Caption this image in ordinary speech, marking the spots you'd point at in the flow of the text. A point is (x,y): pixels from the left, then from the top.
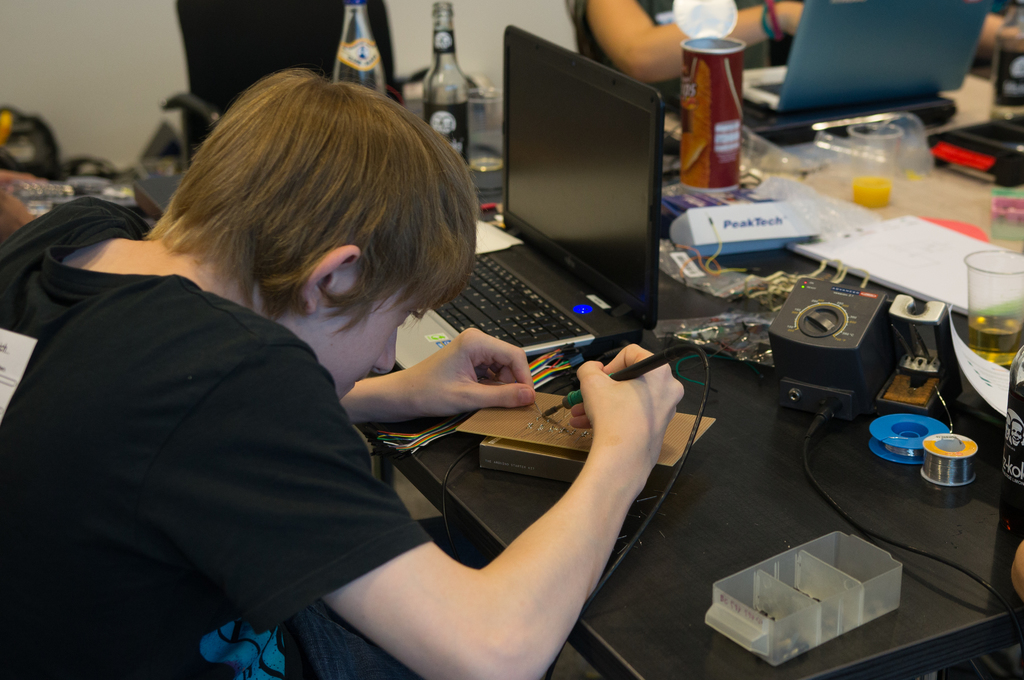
On the left side of the image (292,471), we can see a person (292,471) is sitting and he is holding some object (637,373). In front of him, there is a table (769,554). On the table (721,562), we can see laptops (808,19), bottles (359,21), glasses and a few other objects (859,356). In the background (498,44) there is a wall (399,42), one person (740,19) and some objects (719,32).
